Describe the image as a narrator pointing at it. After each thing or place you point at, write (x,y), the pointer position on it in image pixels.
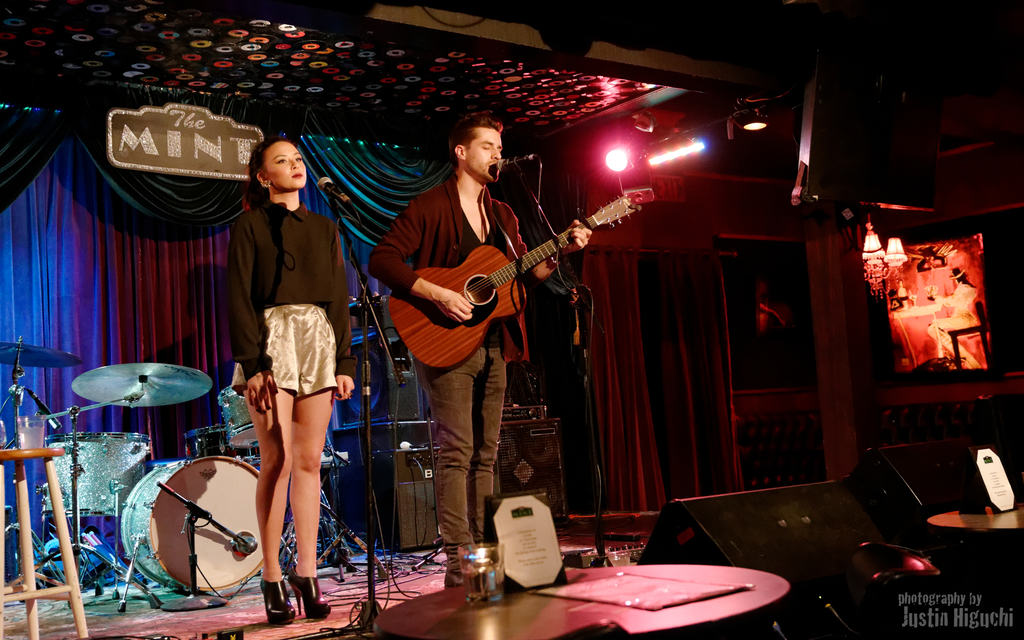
In this picture we can see a women (332,243) standing in front of a mike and a man (479,145) standing in front of a mike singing and playing guitar (600,214). On the background (124,438) we can see drums (139,433) and glass of water (31,435) on the stool (18,453). These are devices (499,441). We can see a photo frame (926,303) here. Platform (355,103) is nicely decorated on the background (195,165) and at the top (186,197). These are lights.
